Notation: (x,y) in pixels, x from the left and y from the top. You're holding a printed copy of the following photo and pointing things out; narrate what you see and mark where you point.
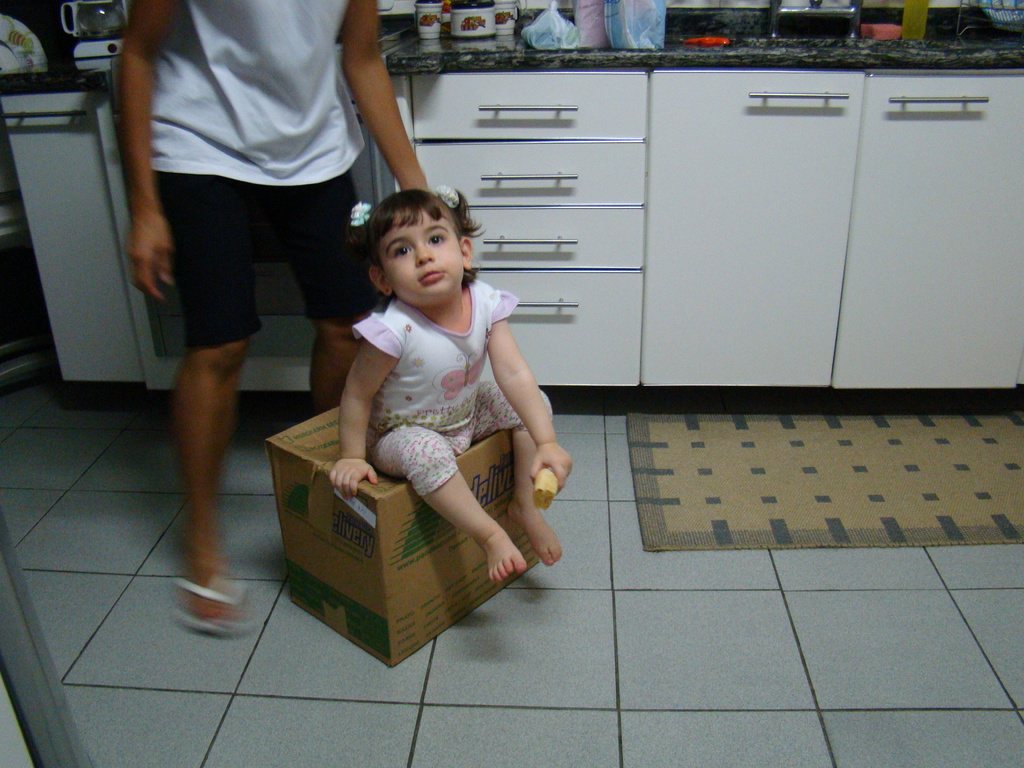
In this picture we can see a girl (526,496) holding object (546,507) in her hand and sitting on a box (486,488). There is a plate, few vessels (463,12) and other objects (578,27) on a desk (659,60). We can see a carpet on the floor (331,724).
